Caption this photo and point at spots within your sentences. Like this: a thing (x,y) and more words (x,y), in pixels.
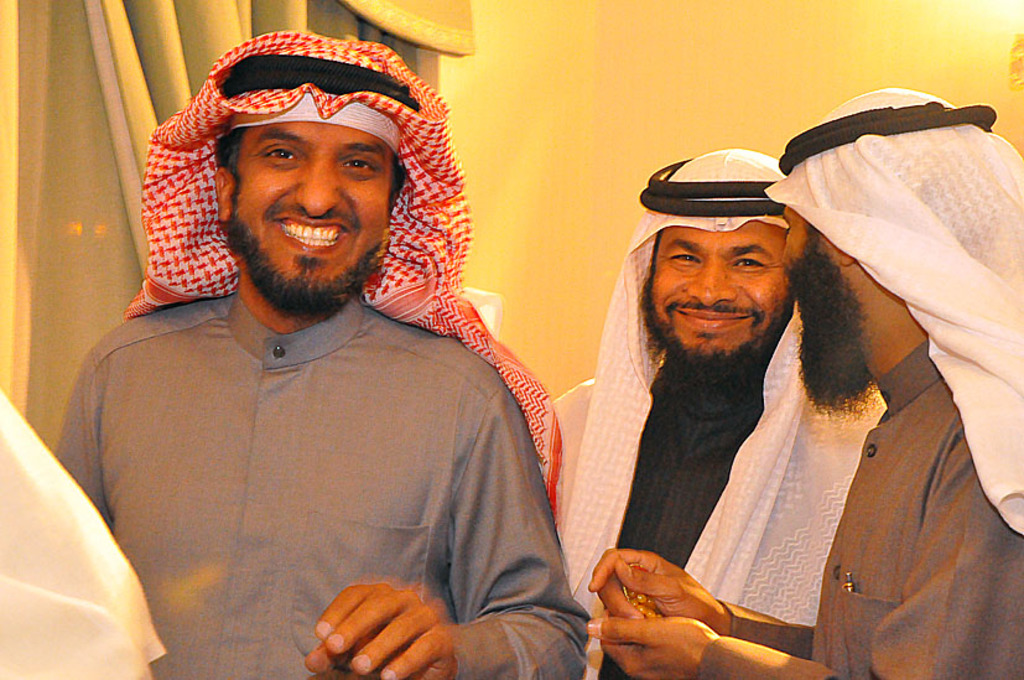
In this image there are three Arabs (642,484) standing and talking with each other. In the background (80,86) there is a curtain (102,88) on the left side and a wall (745,74) on the right side (797,49). They are laughing.
